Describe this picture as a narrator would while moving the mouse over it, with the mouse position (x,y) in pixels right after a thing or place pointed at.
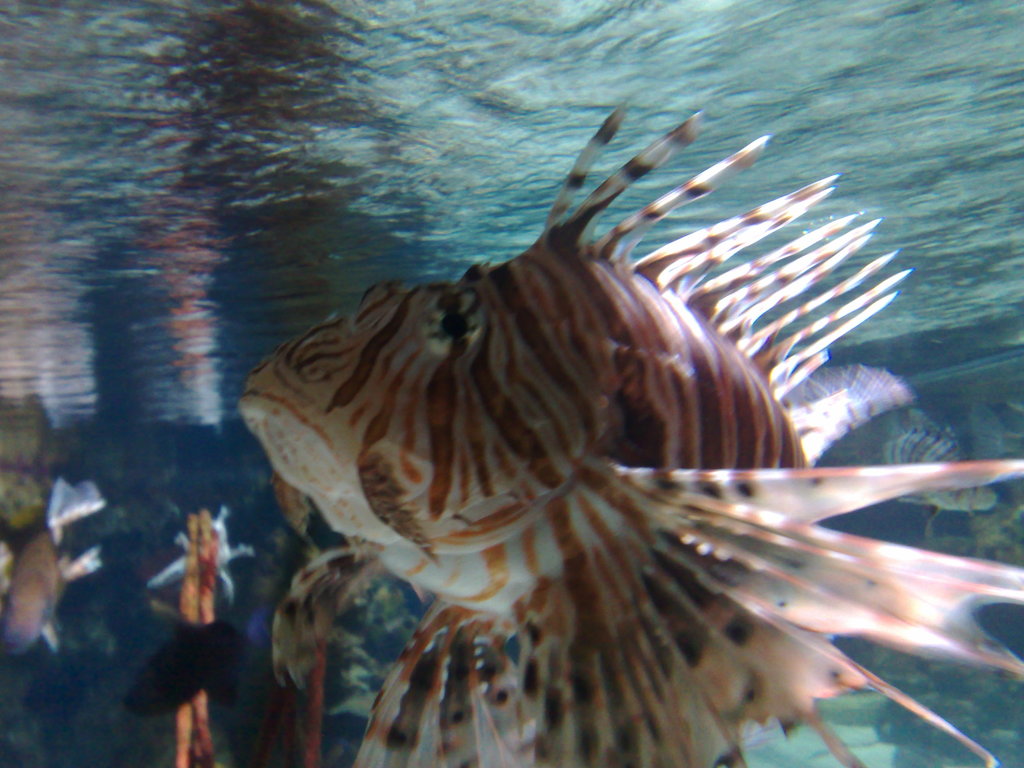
In this image I can see a fish (491,435) which is brown, cream and pink in color is under the water (931,516). In the background (944,504) I can see few other aquatic animals (217,555).
